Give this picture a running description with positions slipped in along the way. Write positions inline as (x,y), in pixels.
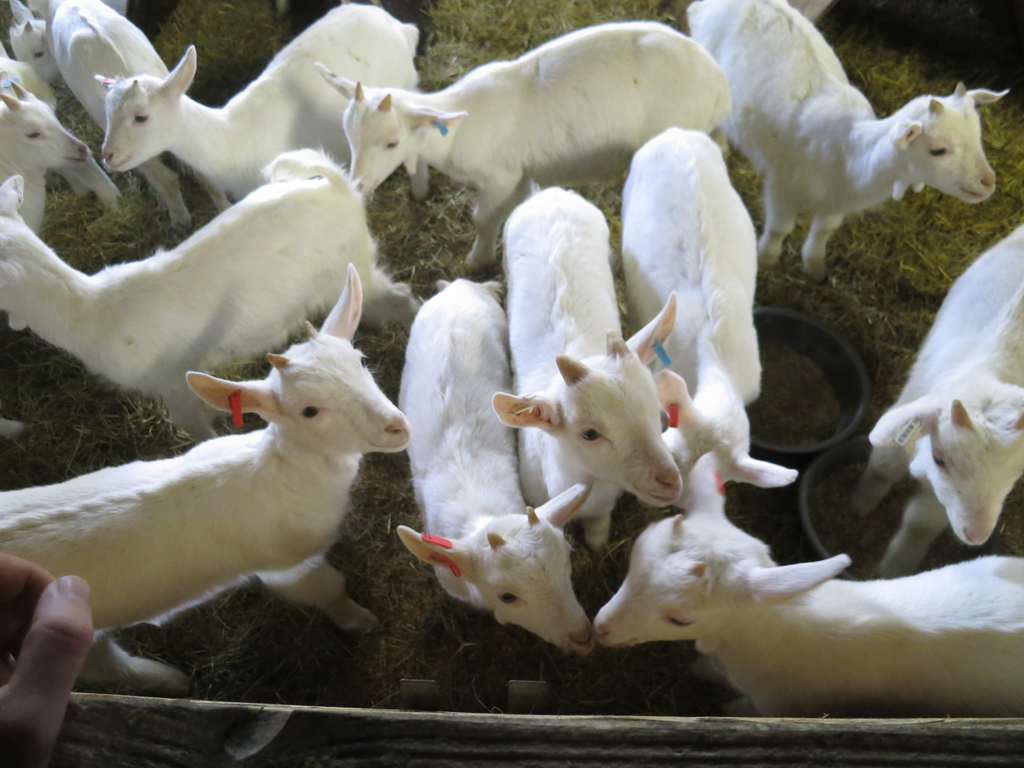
In this picture there are few goats (499,344) which are in white color and there is a fence wall (418,728) in front of it and there is a person hand (50,671) in the left corner (21,688).
